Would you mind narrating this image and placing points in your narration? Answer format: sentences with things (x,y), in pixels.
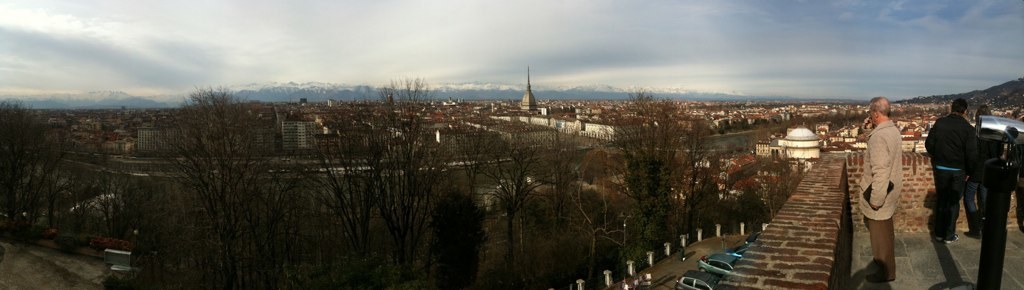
In this picture we can see trees (230,105), buildings (431,118), cars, mountains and some people (961,130) standing on the floor (938,248) and in the background (733,41) we can see the sky (416,45) with clouds (881,49).
